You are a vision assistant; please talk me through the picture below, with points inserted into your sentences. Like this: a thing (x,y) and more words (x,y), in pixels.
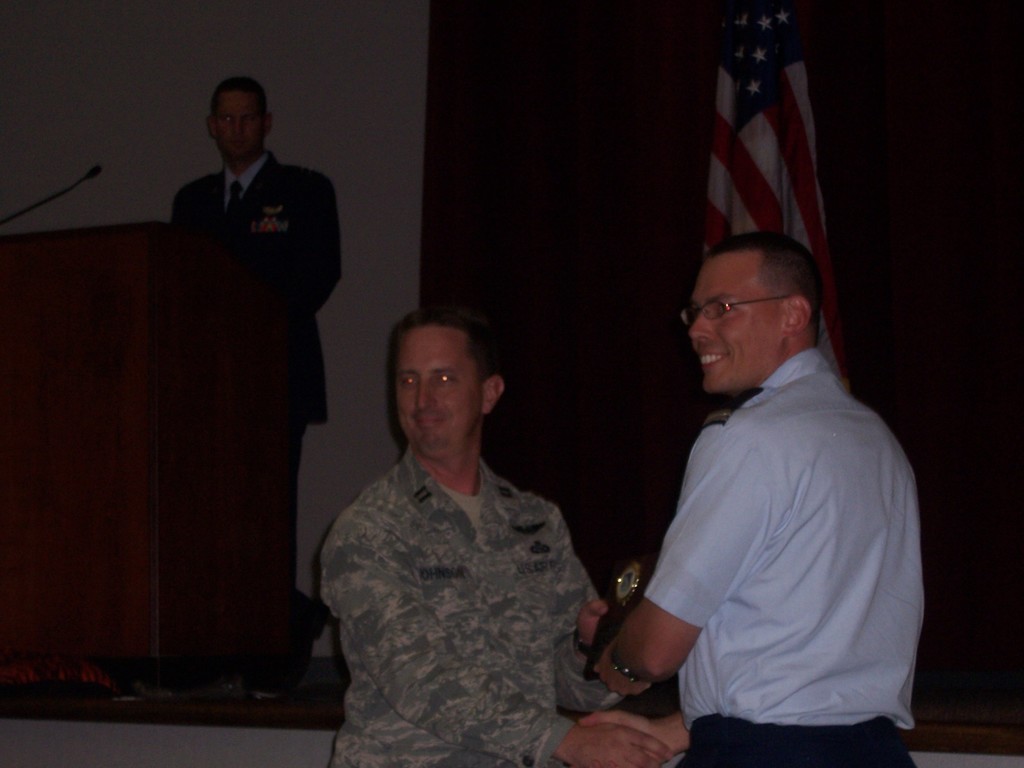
In the center of the image (497,510) two mans (737,414) are standing and smiling and holding trophy (605,621). On the left side of the image (218,223) we can see a man (312,273) is standing in-front of podium (149,316) and also we can see a mic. In the background of the image (753,136) we can see wall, flag (772,118). At the bottom of the image (306,706) we can see a stage (107,714).
